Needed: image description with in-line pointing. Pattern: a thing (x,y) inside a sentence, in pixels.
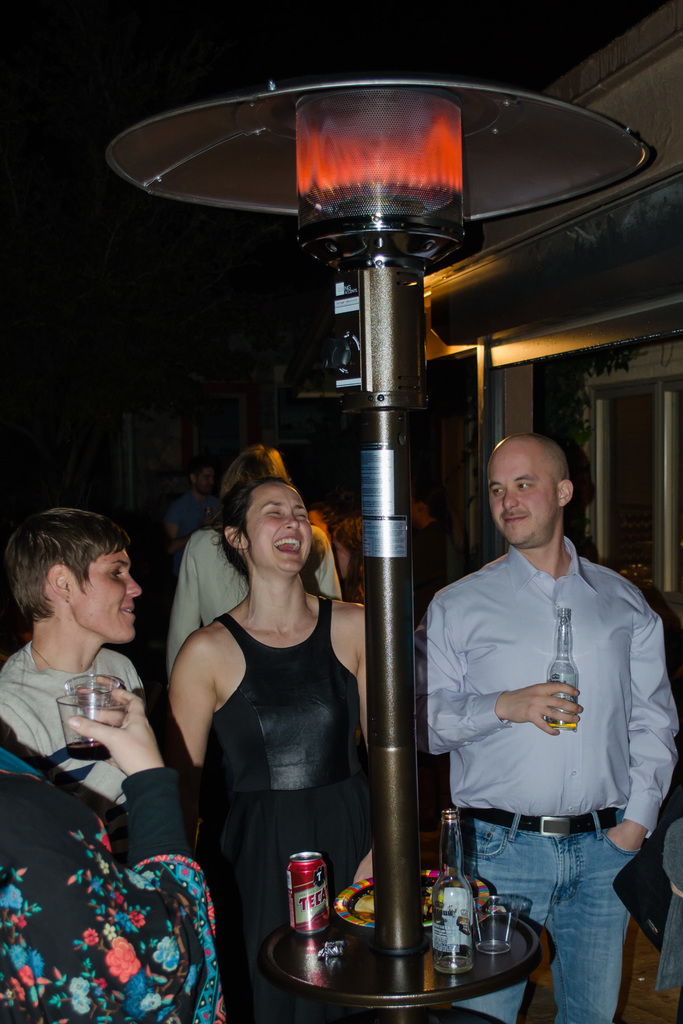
In this image I can see group of people (682,823) standing. In front (589,820) the person (583,808) is wearing white and blue color dress (594,673) and the person (587,674) is holding the bottle (557,694). In front (379,980) I can see few bottles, glasses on the black color surface (368,993) and I can see few lights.
